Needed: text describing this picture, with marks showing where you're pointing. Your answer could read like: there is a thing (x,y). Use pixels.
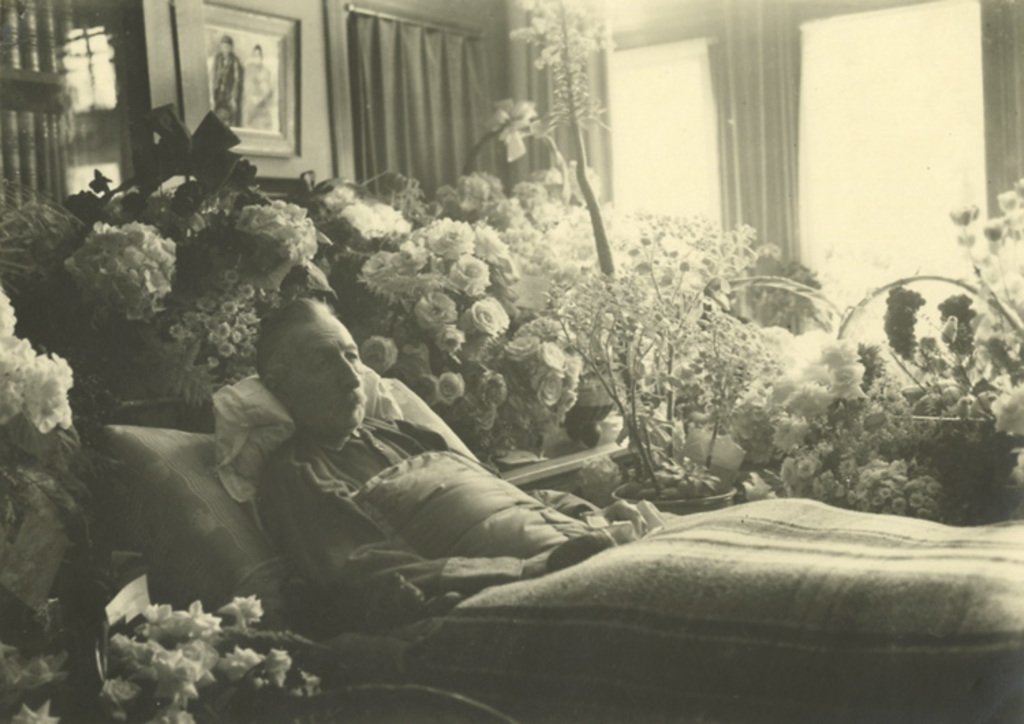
In the picture we can see a man (328,578) sleeping on the bed (360,583) and blanket (677,633) on him and around him we can see, full of flower bouquets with flowers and behind it, we can see a wall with a photo frame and beside it we can see a curtain (528,157) to the window (630,164).
